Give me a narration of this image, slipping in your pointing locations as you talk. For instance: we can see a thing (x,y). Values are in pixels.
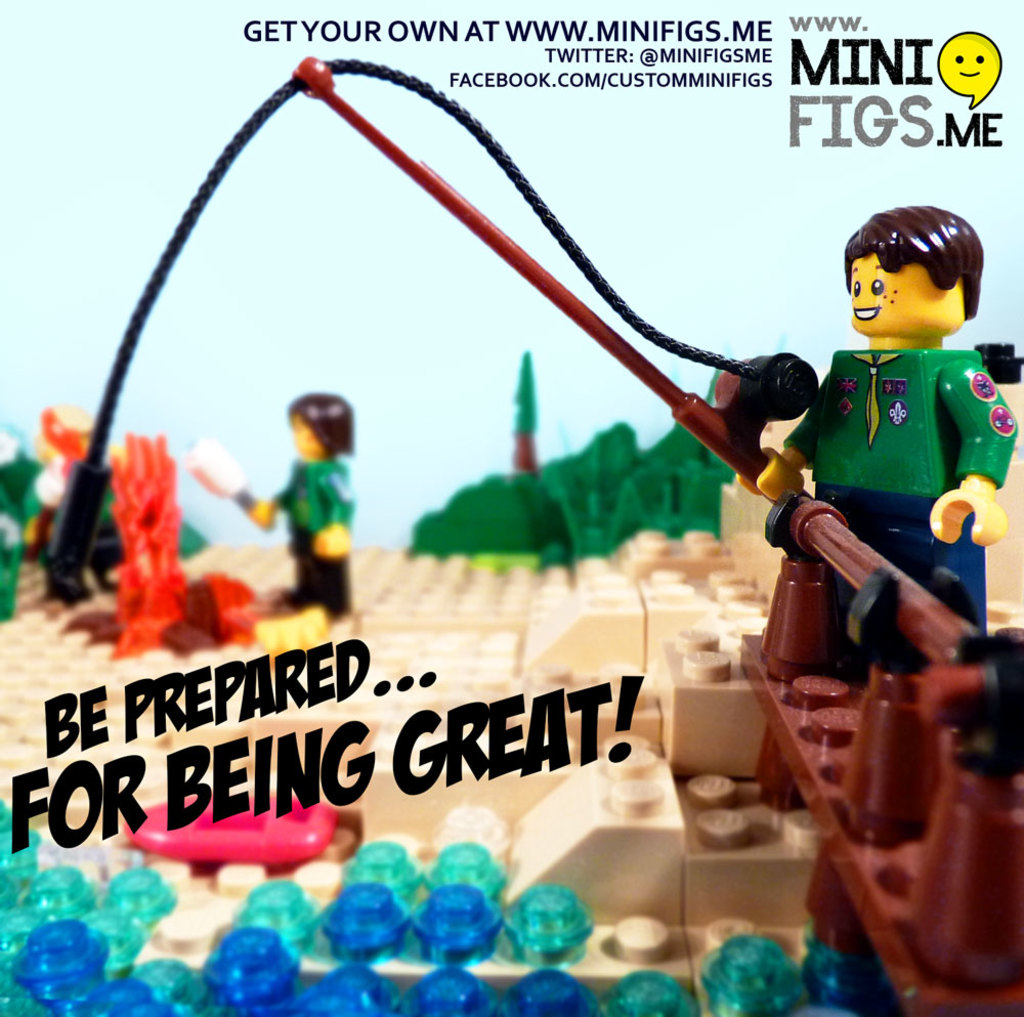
In this picture, we see green color toy (890,455) is holding a brown color thing (727,434). At the bottom of the picture (610,890), we see Lego boxes (544,855). In the background (296,546), we see a green color toy (294,427) and trees (502,501). At the top of the picture (286,293), we see the sky (286,293) and some text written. On the left side (27,781), we see some text (332,788) written in black color. This picture might be a poster.
